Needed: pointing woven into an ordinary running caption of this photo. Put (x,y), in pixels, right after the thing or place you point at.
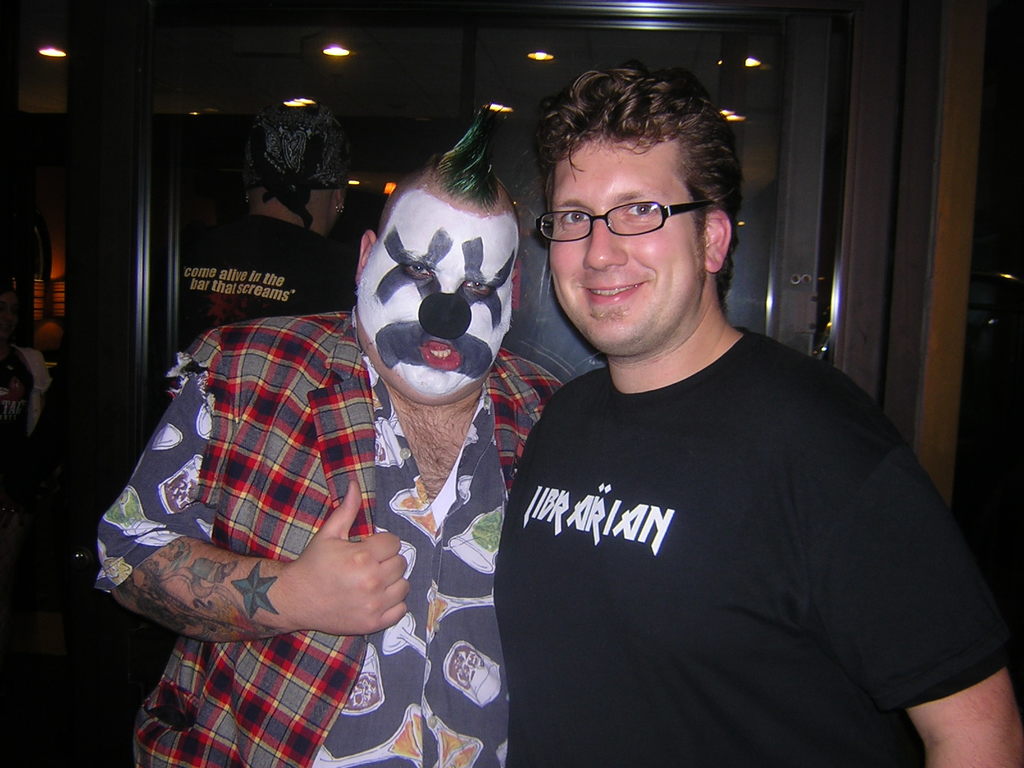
There are two people (501,549) standing and this man (761,340) smiling and wore black t shirt (661,503) and spectacle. In the background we can see lights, board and it is dark.
